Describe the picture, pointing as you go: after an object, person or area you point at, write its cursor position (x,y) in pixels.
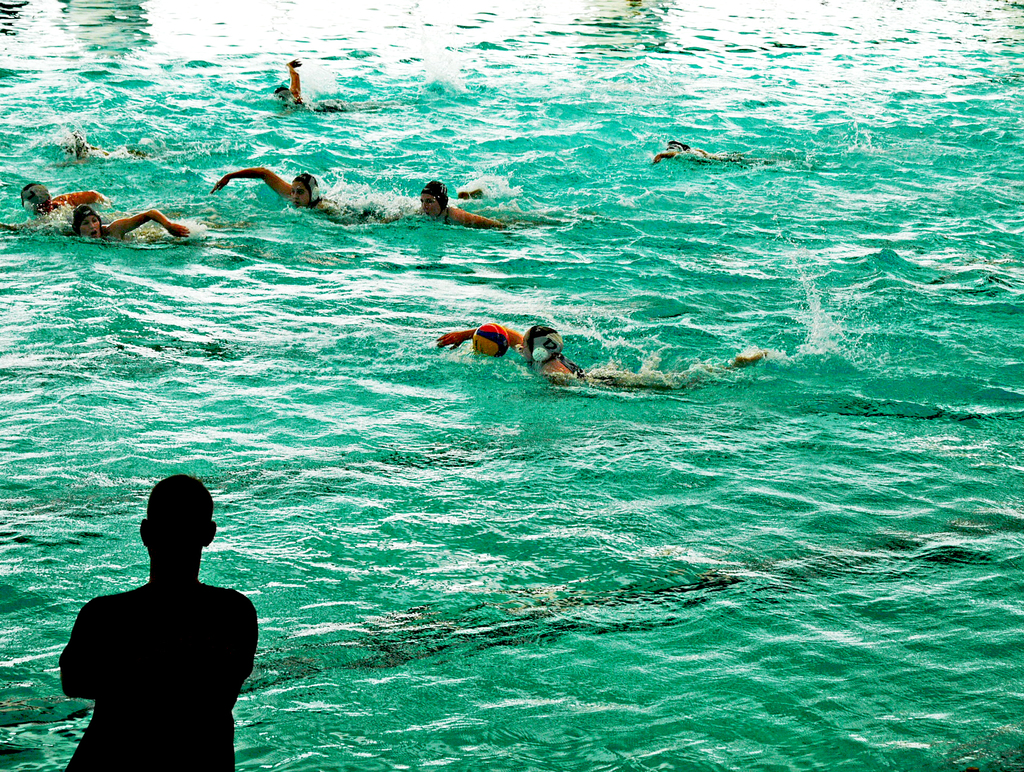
There is water (271,344). There are many people (547,341) swimming in the water (652,310). They are wearing head cap (556,332). And there is a person (187,656) standing.
